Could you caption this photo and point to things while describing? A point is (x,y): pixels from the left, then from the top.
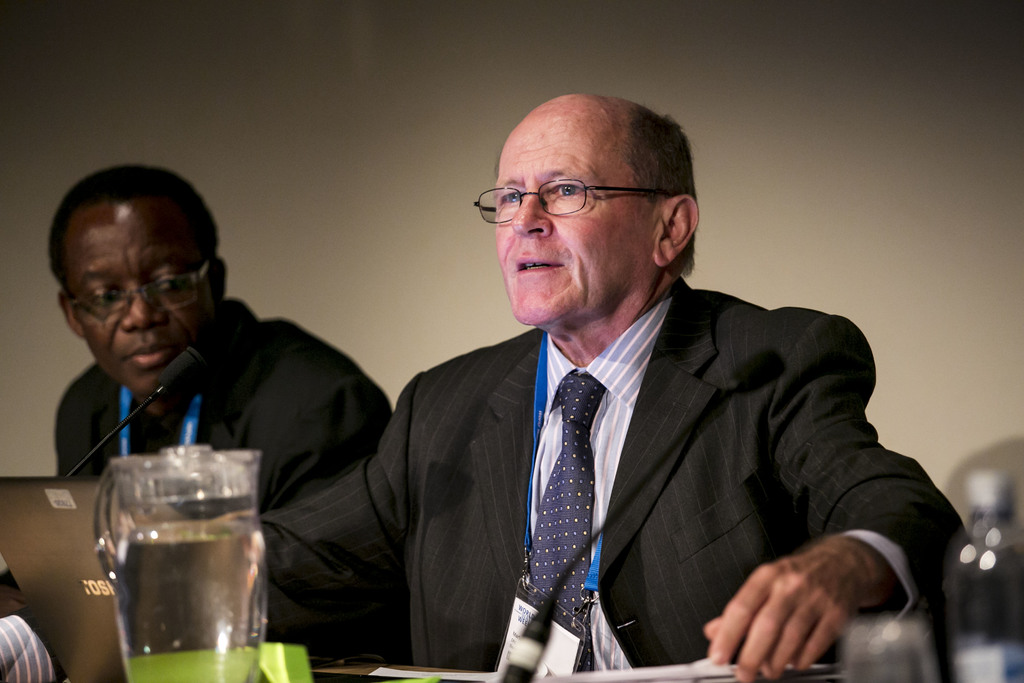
In the image we can see there are people (595,397) sitting on chair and on the table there are glass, water jug (173,592), mic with stand (529,678), laptop (15,487) and people (413,586) are wearing id cards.
